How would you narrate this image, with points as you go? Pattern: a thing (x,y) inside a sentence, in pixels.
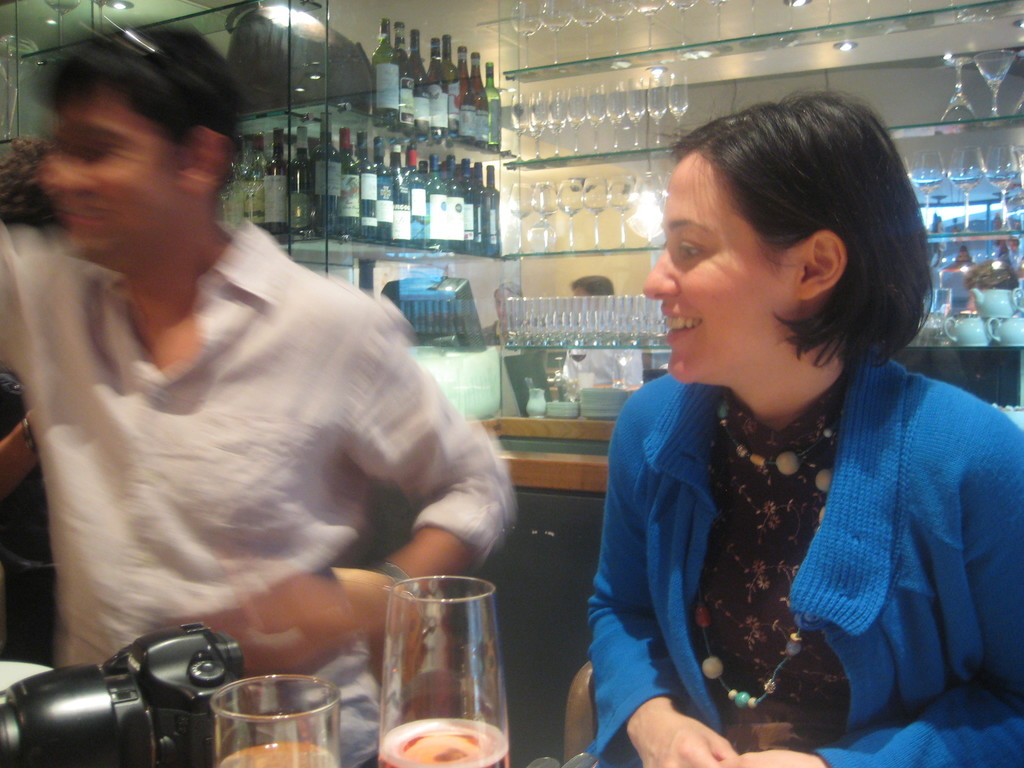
In this image in the front (401,718) there are glasses (386,730) and there is a camera (118,716). In the center (344,502) there a persons (259,457) smiling and in the background (537,195) there are bottles (463,111), glasses (618,115), cups (983,305) and there is a reflection (588,359) of the persons (602,350) on the mirror (498,309) which is in the background (492,333).
